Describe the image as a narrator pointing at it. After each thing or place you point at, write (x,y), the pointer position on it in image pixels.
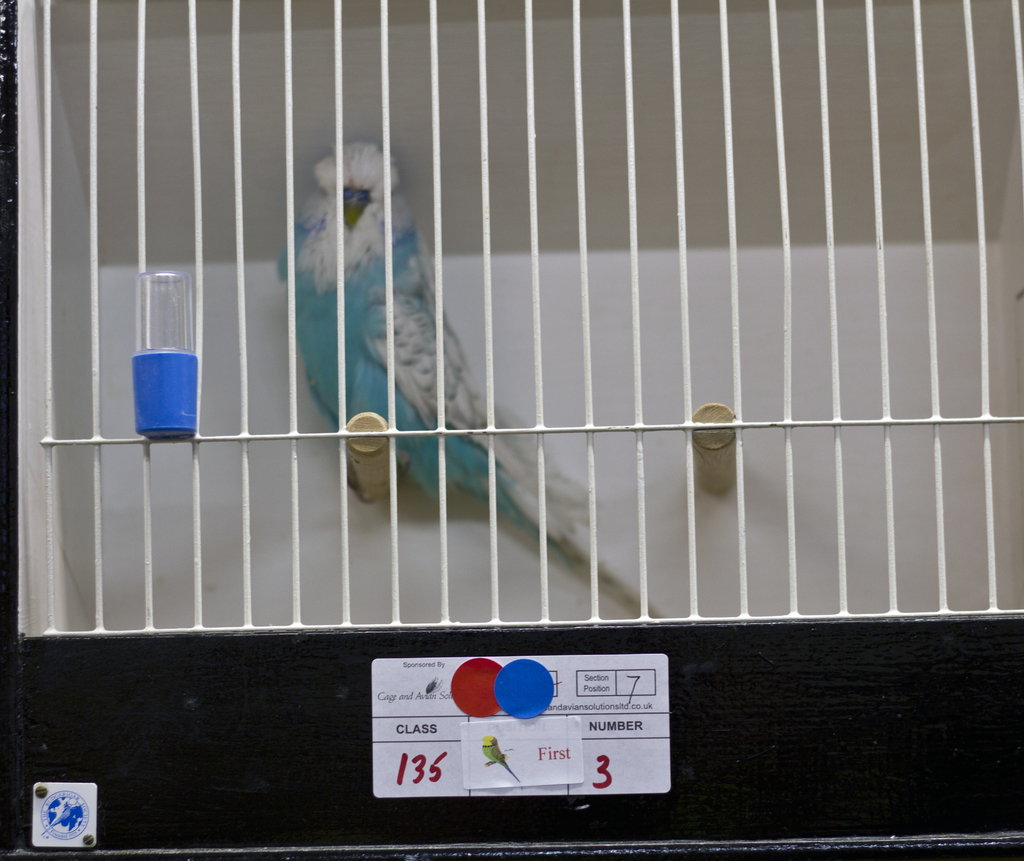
In this image there is a cage (8,87), and in the cage (436,215) there is a bird (348,356) and some object (172,321) and also at the bottom (472,725) there are some boards (314,756). On the boards (305,721) there is text (404,689), and in the background (225,399) there is wall (230,311).
